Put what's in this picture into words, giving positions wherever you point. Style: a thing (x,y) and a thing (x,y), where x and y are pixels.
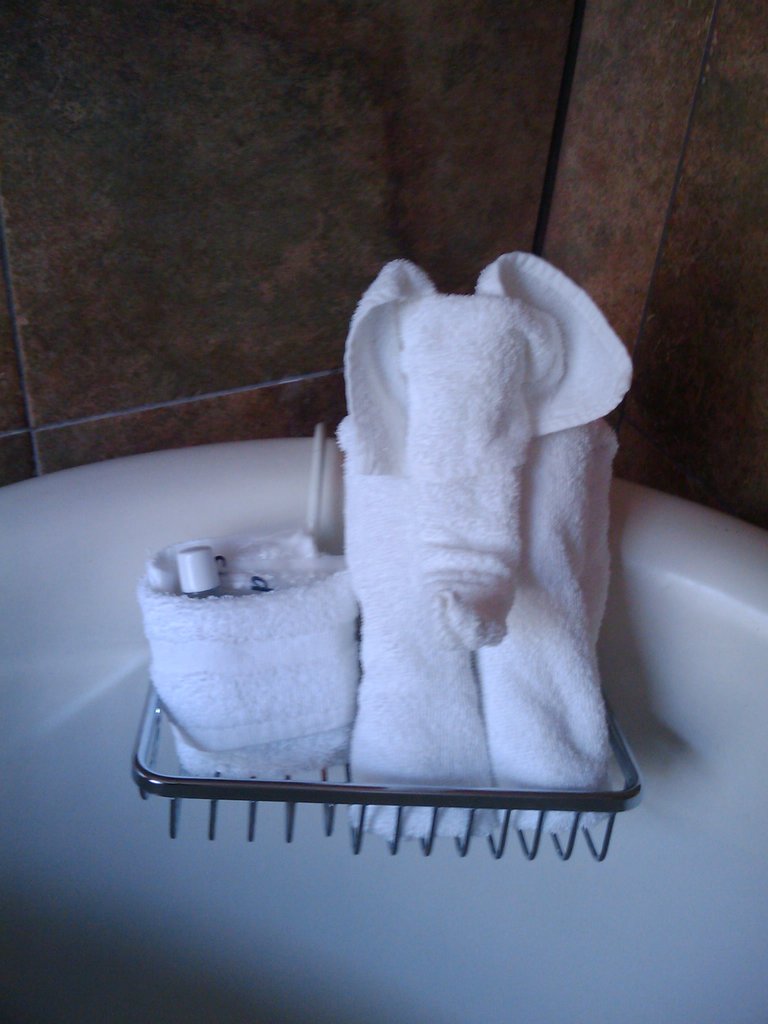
In this image we can see a stand (287,792). On the stand (300,799) there are towels (324,677). Also there is a white object (487,885). In the back (363,173) there is a wall (326,181).
